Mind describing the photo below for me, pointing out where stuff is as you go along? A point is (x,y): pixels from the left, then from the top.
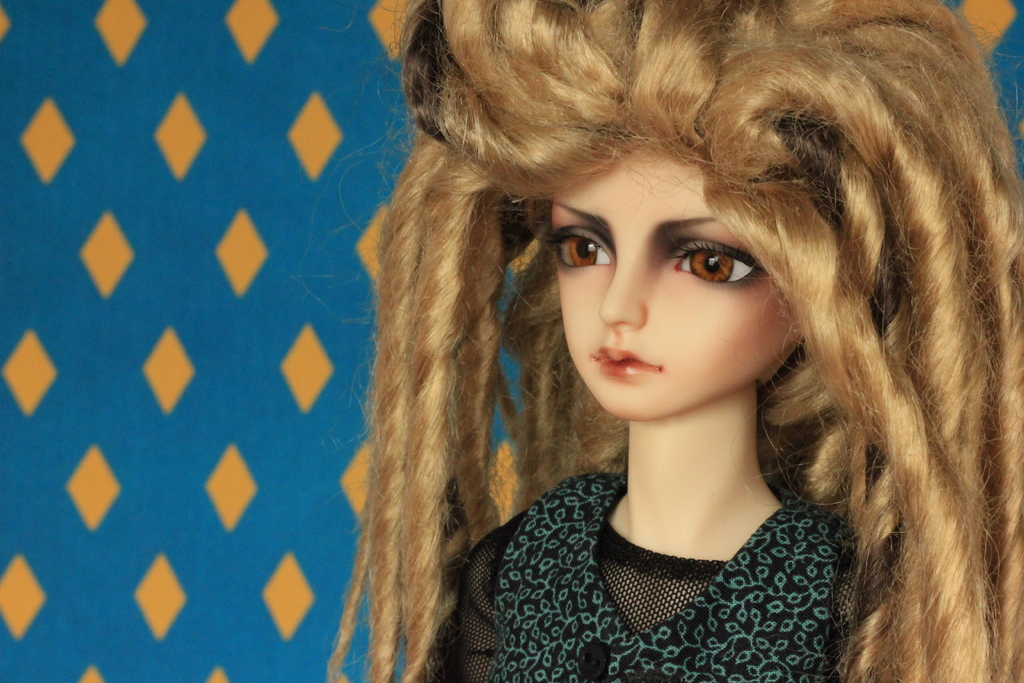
In this image, we can see a doll (890,86) and the designed wall (180,363).
